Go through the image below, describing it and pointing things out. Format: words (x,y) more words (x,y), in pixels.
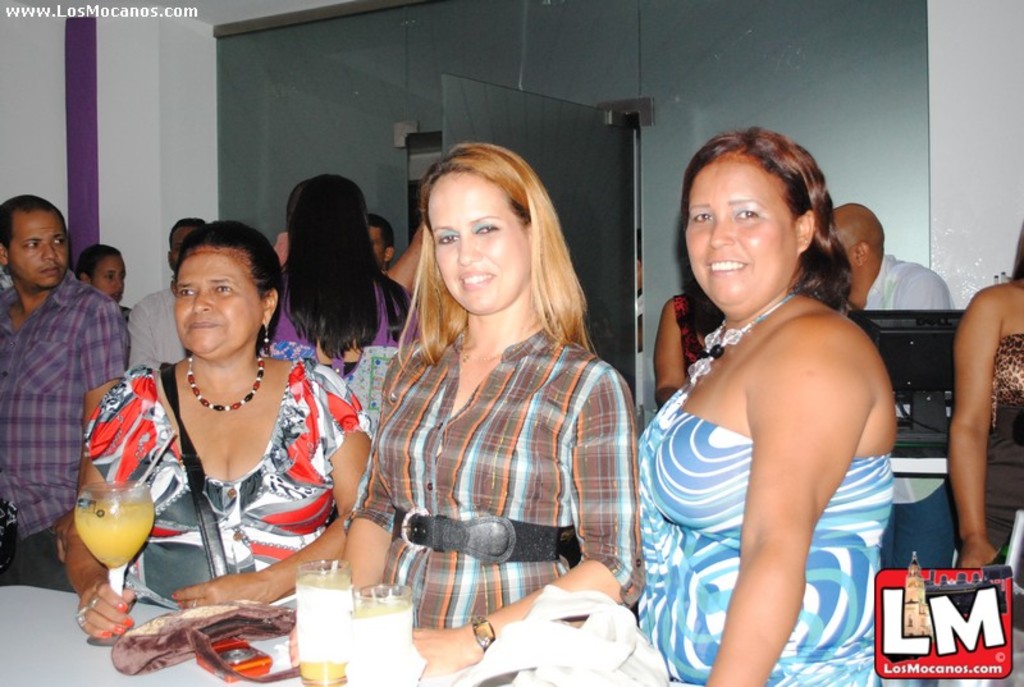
This picture shows the inner view of a building (531,121). There is one glass door (530,137), some people (922,298) are standing, one computer (922,400) on the table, white wall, some objects (148,626) are on the table (63,656), some people (118,631) are sitting, some text (949,673) in this image and some people (104,627) are holding some objects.
